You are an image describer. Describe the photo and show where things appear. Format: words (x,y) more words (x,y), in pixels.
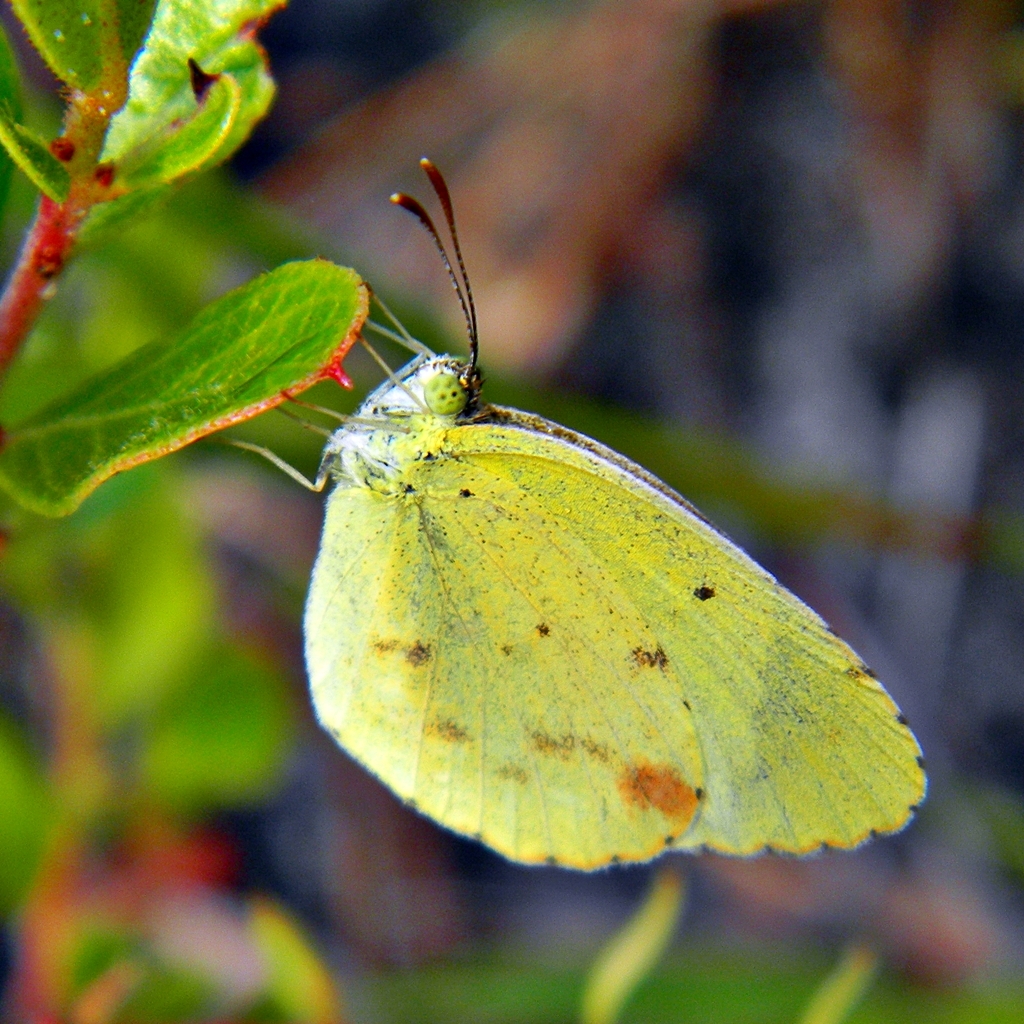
In this image there is a butterfly (852,687) holding leaf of a plant (144,414).
